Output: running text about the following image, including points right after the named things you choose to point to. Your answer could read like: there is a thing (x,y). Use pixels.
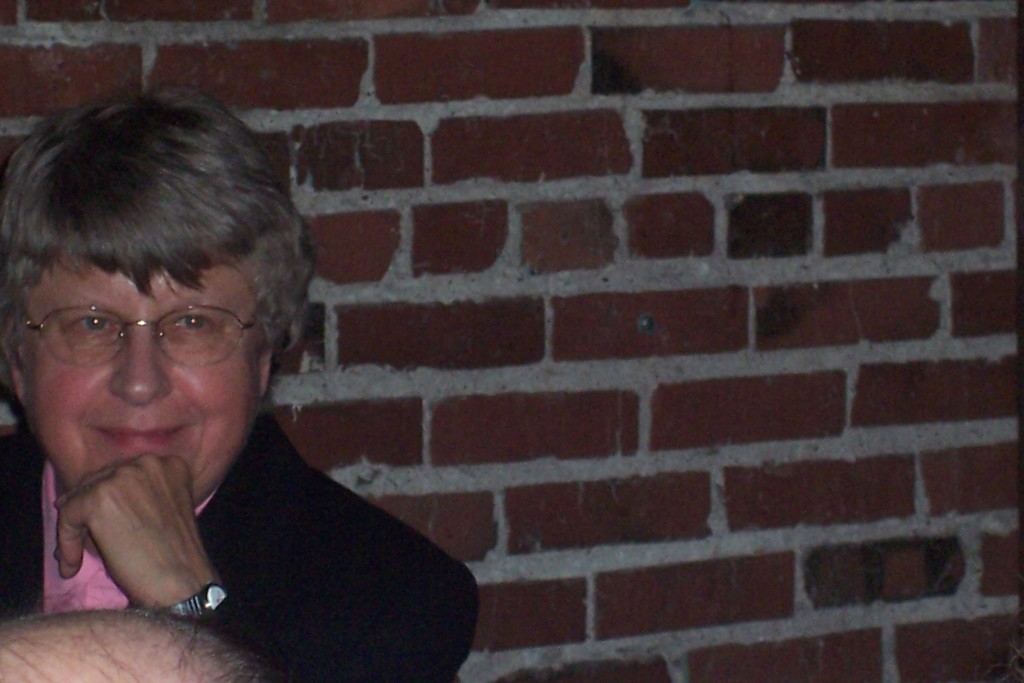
In this image we can see a person (190,481) smiling. In the background (653,264) there is a wall (832,272). At the bottom (86,670) we can see a person's head (122,655).
